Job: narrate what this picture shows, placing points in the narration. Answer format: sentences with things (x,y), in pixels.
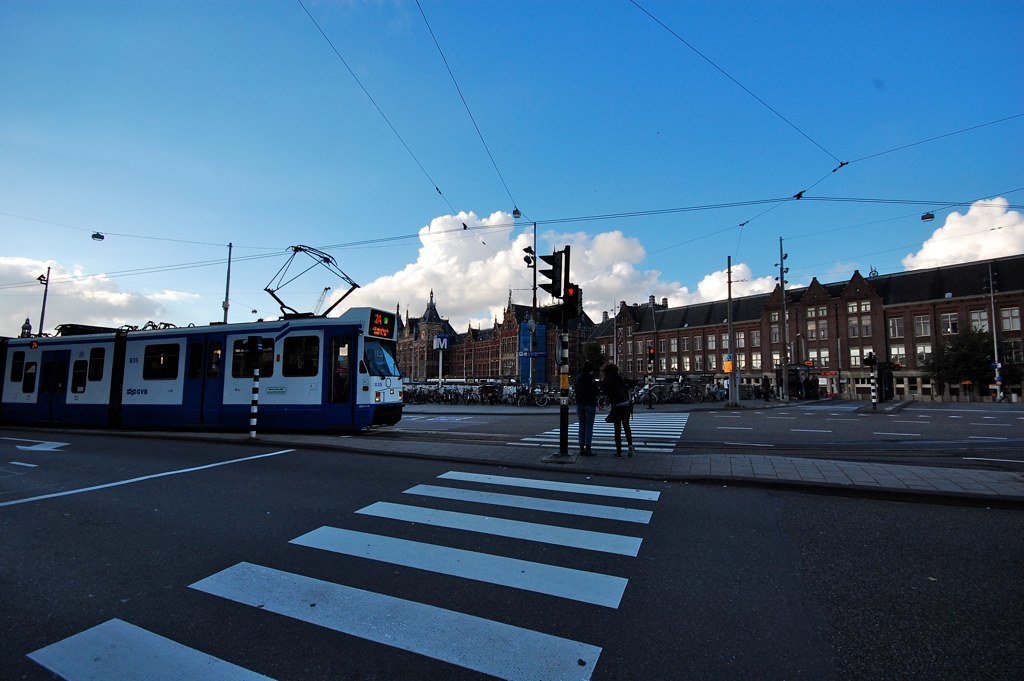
This picture is clicked outside. In the center (615,446) we can see the two persons (624,405) and the zebra crossing (415,596). On the left (189,364) we can see a vehicle (151,374). In the background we can see the sky (568,56) with the clouds (583,236) and we can see the cables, poles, traffic light (552,275), group of persons (793,388), group of vehicles (516,385), buildings (687,338), windows (1012,317) of the buildings (470,357) and many other objects (549,394).
